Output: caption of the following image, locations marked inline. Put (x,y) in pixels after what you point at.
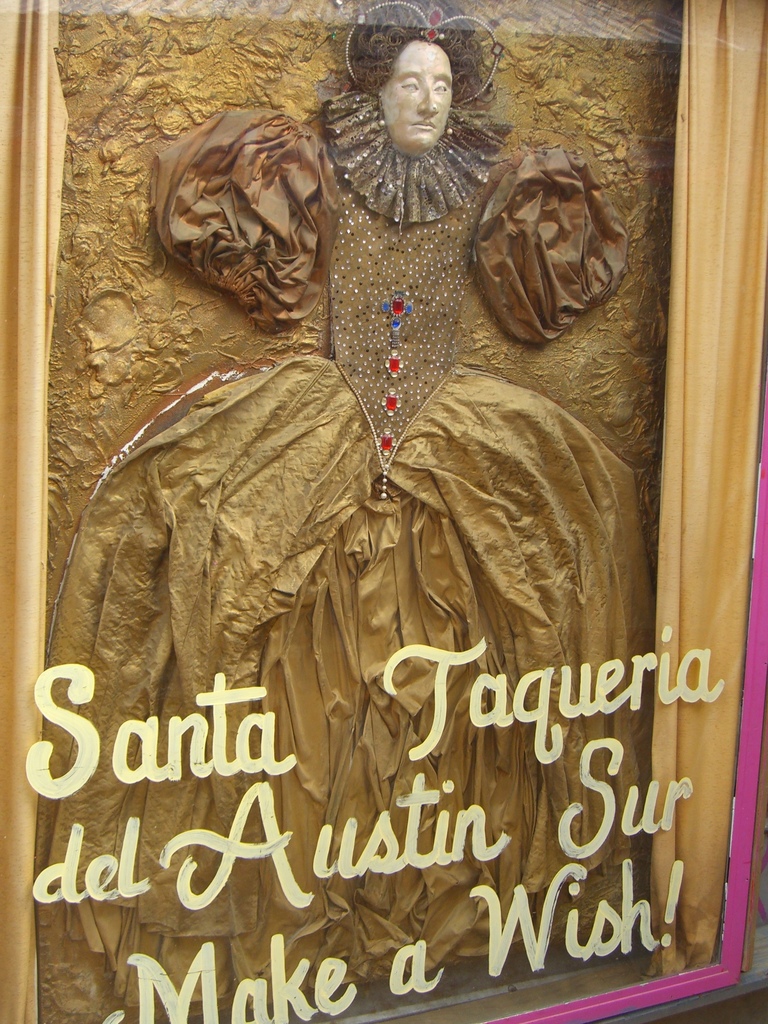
In this picture we can see a cloth (719,450), sculpture (415,89) and the glass (369,729) with some text (643,818) on it.
